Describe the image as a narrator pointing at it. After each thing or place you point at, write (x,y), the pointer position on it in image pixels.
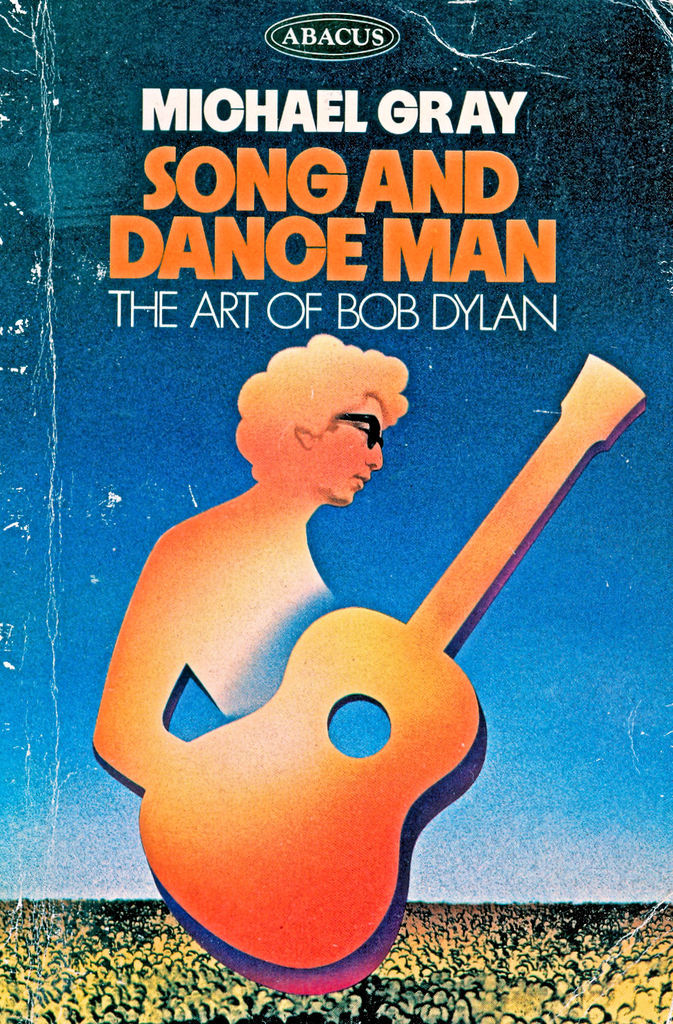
This is a poster (171,820) and in this poster (373,73) we can see a guitar (270,732), person (245,521) wore goggles (356,428) and some text (160,310).
